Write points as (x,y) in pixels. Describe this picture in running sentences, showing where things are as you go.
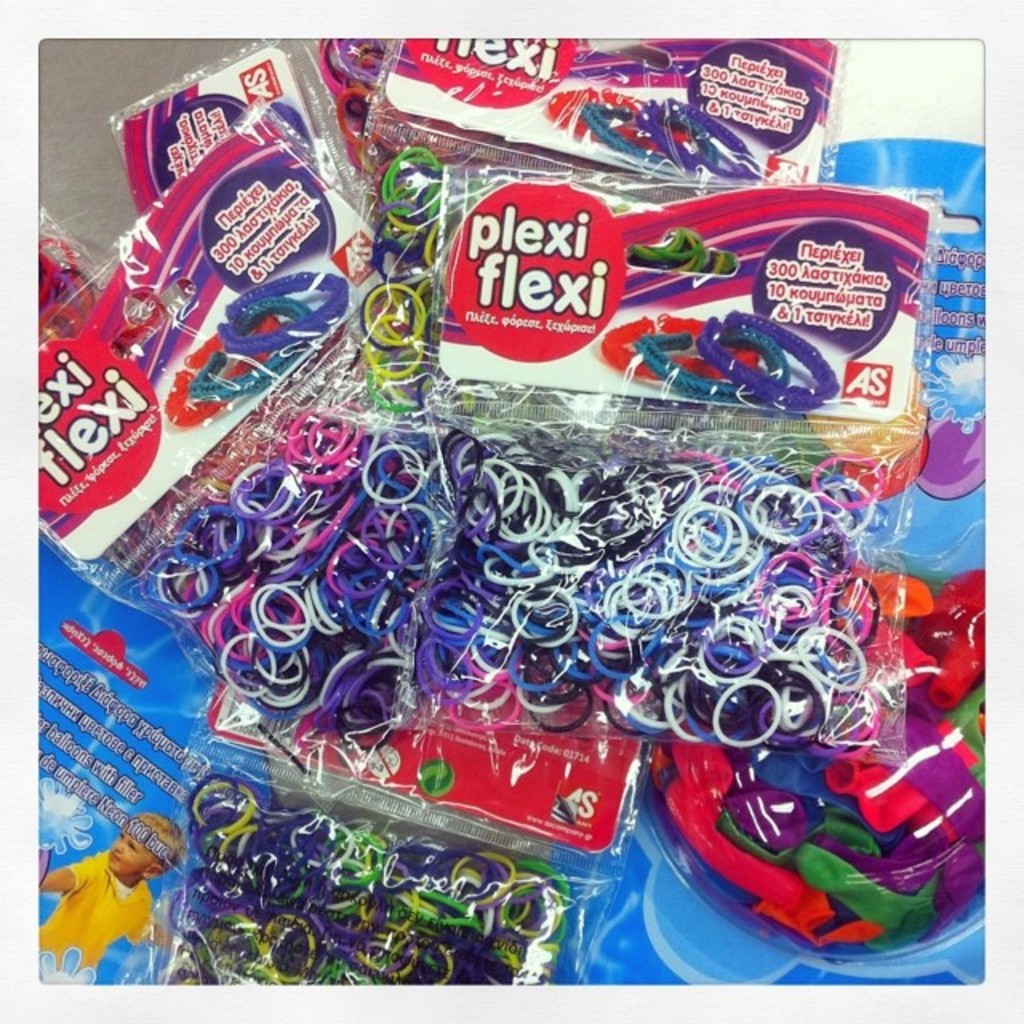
In this picture we can see balloons (974,881) and bands (648,494) in packets (501,112), posters (804,205) and these packets (298,575) are placed on a platform (119,94).
